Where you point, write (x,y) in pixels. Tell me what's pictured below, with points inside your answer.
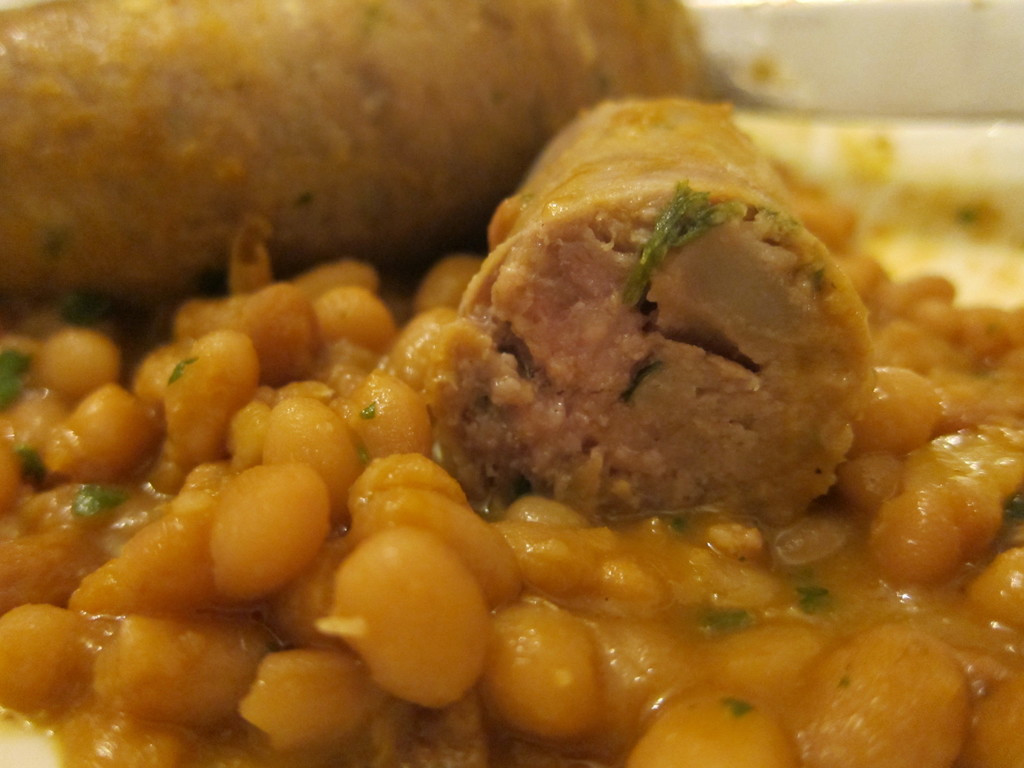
In this image I can see food (237,497) which is light yellow color in the plate (900,181) and the plate (910,141) is in white color.
